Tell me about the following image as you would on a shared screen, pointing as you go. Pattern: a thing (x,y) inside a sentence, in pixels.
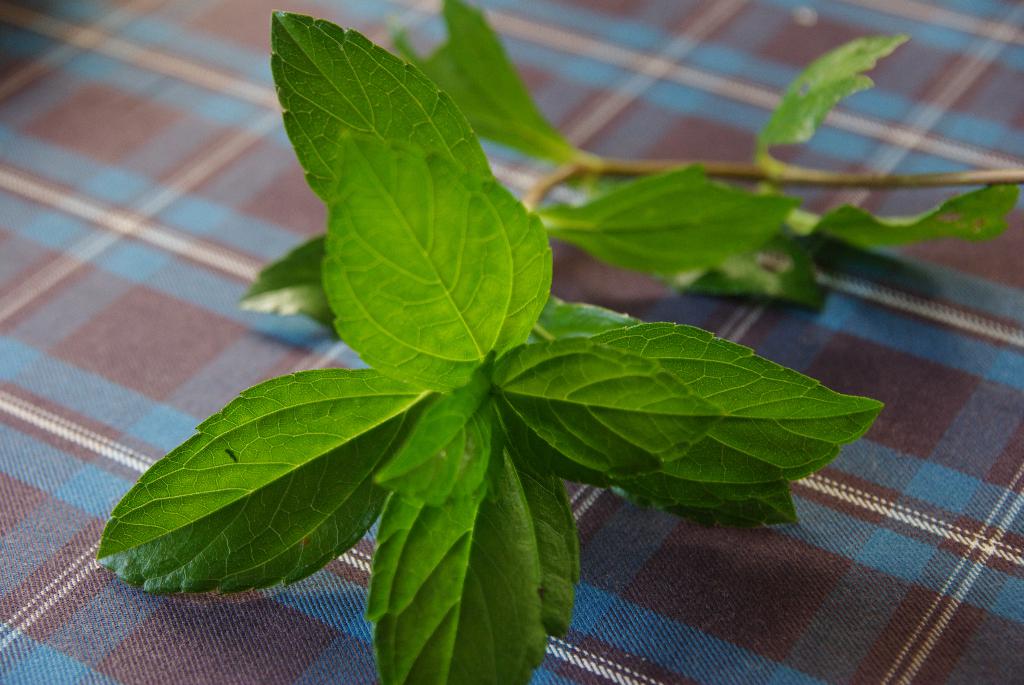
In the center of the image (523,271) we can see leaves (531,487) placed on the table (607,628).
